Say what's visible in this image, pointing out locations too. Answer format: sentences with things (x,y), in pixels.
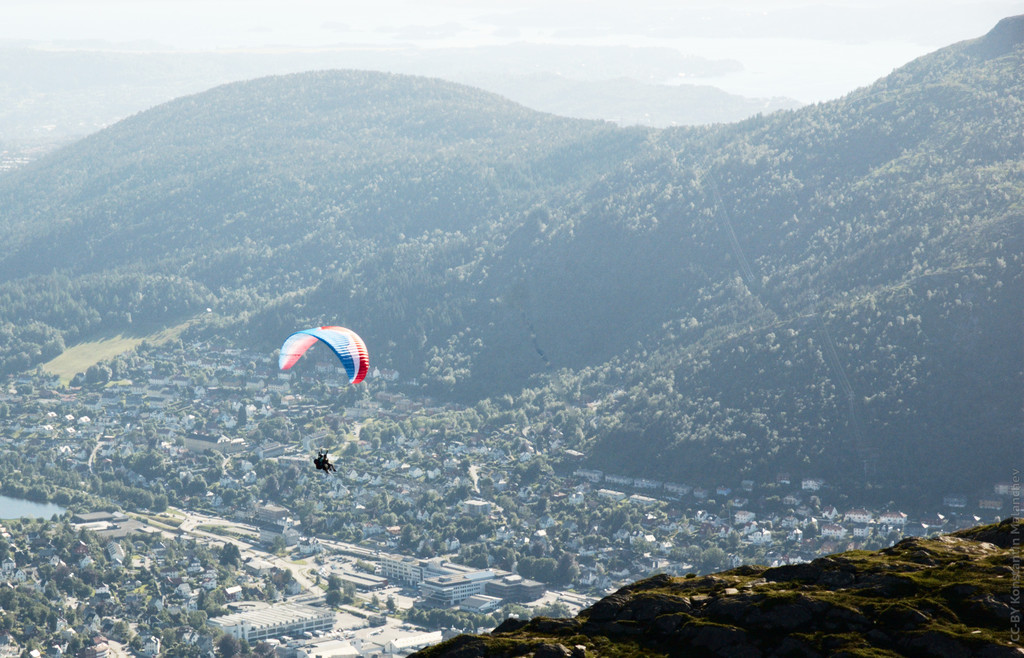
In this image we can see a person (320,460) flying in the air (309,363) using parachutes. Here we can see hills (699,605), buildings (445,605), water (19,503), trees (312,421), mountains (457,97) and the sky (131,29) in the background (352,66).
